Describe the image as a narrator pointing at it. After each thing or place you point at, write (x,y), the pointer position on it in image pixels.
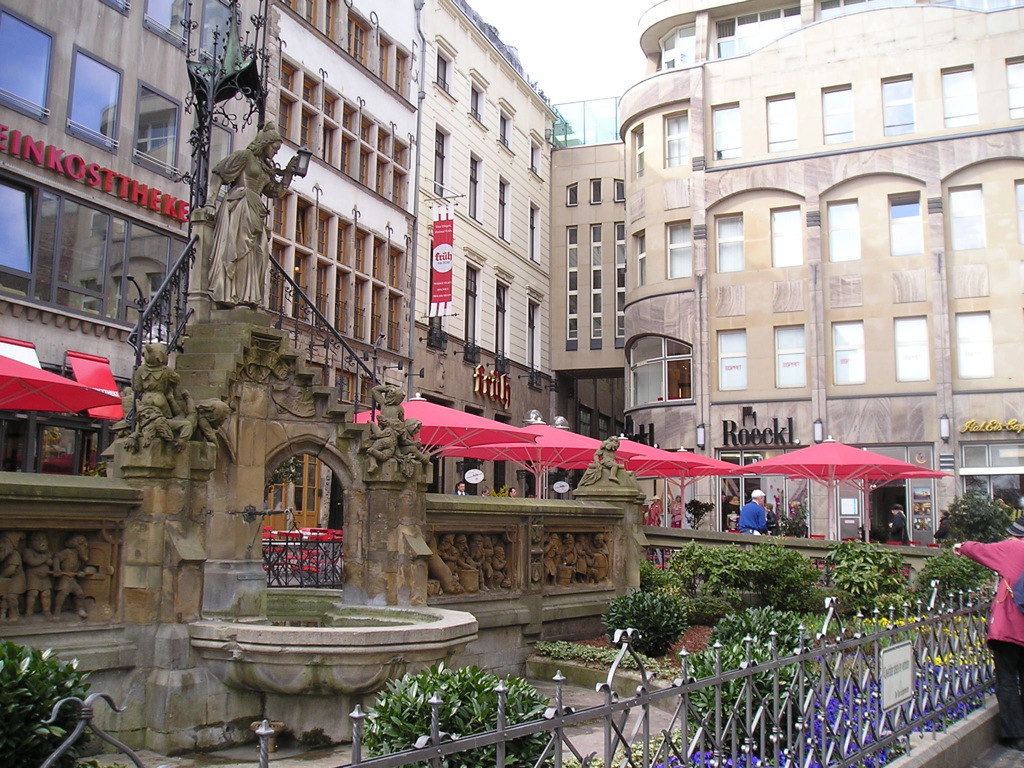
The picture is taken outside a city. In the foreground of the picture (676,585) there are plants (679,609), railing (600,687), pond (388,635) and a sculpture (209,412). In the background (541,158) there are buildings (426,168), tents (488,427), plants (965,511) and people (1014,567).
